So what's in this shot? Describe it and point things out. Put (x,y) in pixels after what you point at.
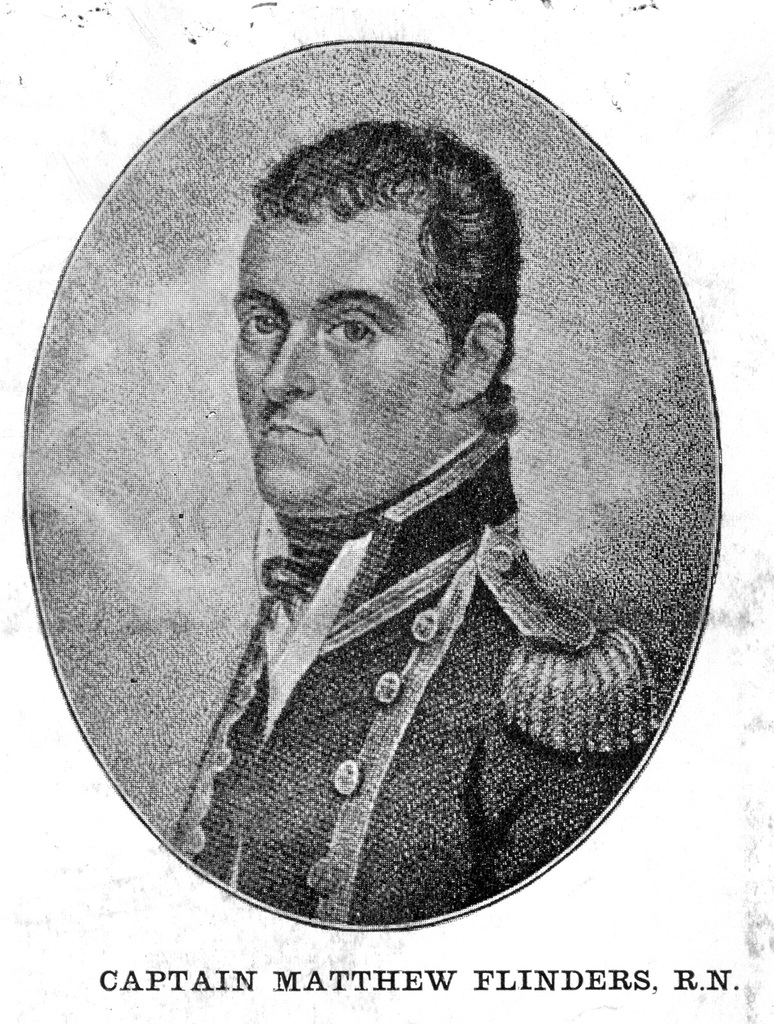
We can see poster (217,826) of a person (324,621) and we can see text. In the background (770,361) it is white color.
